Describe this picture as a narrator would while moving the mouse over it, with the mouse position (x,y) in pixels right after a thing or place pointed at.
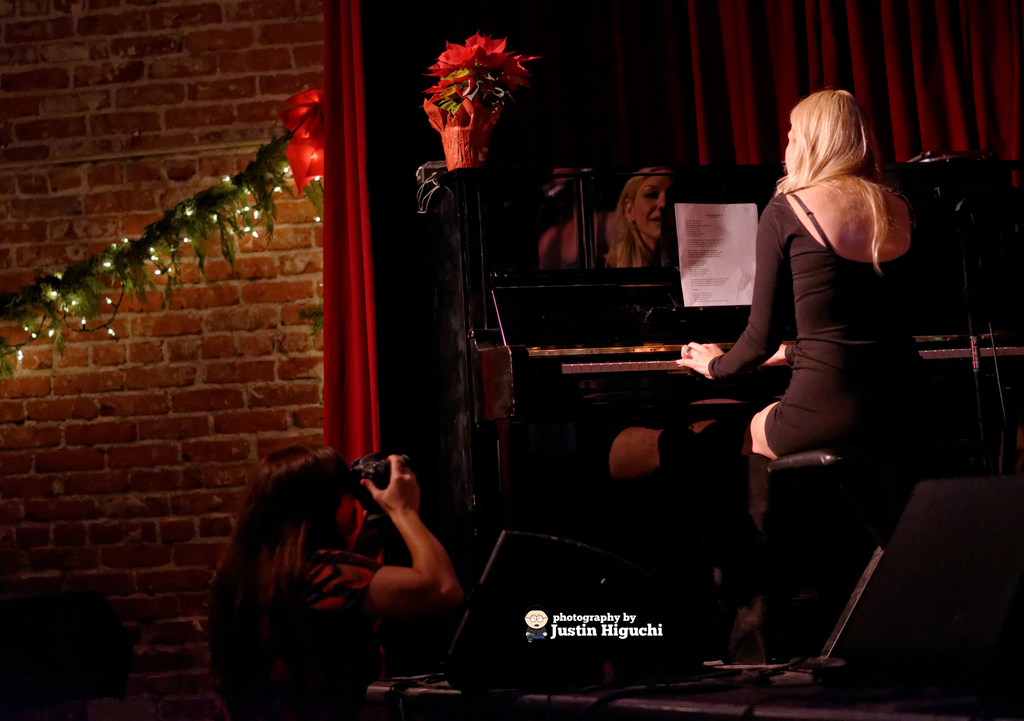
This picture shows that a girl (849,365) sitting on the chair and playing a black Piano (620,348). In front (408,595) bottom side we can see a woman (280,593) sitting on the ground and taking a photograph. In the background (665,91) there is red color curtain (732,45) and a small flower pot (445,93) and a red color brick wall (58,79).
